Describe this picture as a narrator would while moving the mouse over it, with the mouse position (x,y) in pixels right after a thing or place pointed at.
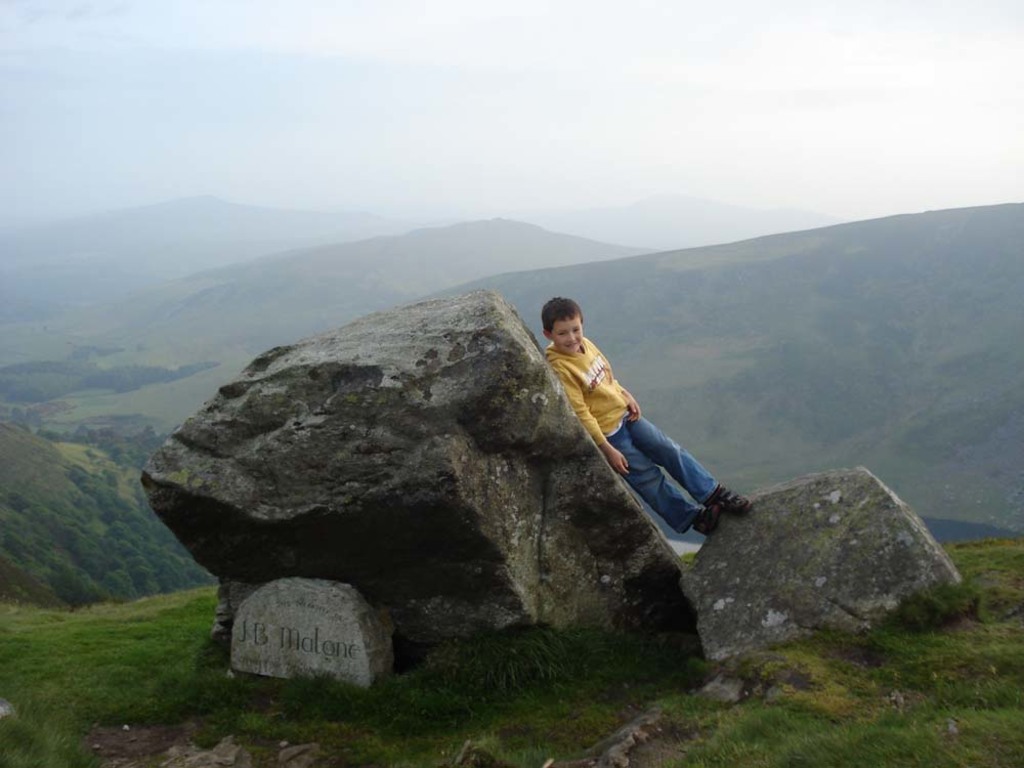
In this image I can see a kid (615,461) standing on a rock (878,590). In the background (250,236) i can see mountains (291,223).
